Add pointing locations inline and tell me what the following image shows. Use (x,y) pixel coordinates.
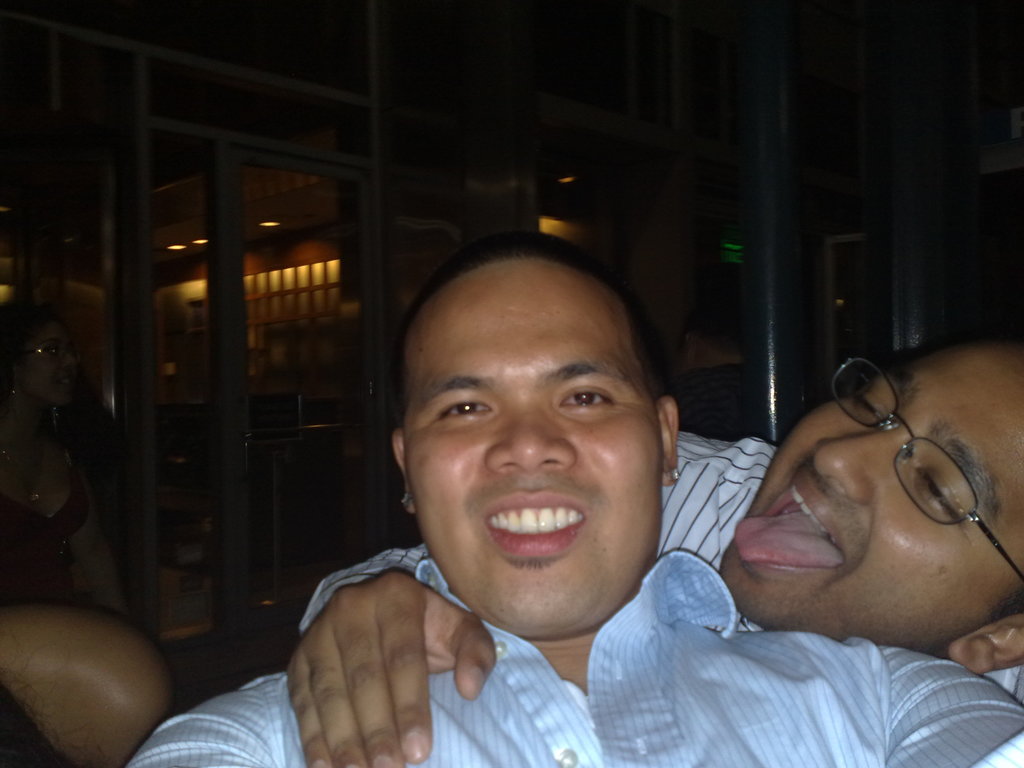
In this image there are people (419,591). In the background (264,261) there is a wall (257,262) and lights (204,240).
